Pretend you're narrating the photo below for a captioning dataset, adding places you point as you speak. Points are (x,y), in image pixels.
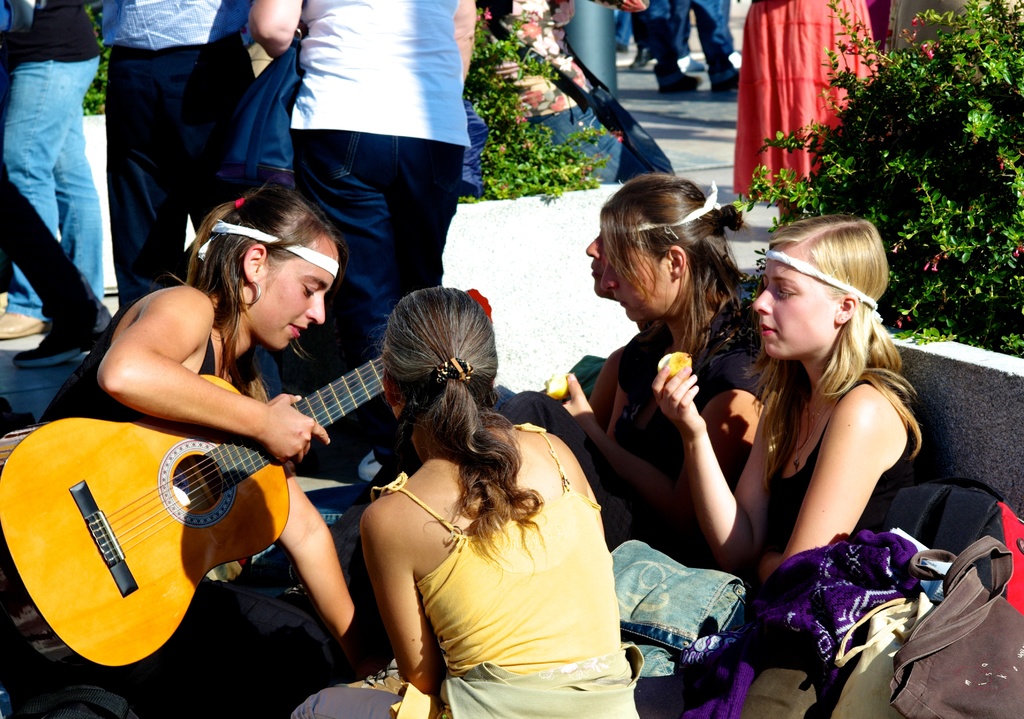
This is an outdoor picture. Here we can see flower plants (889,148). Here we can see women (751,492) sitting and she is holding a guitar (238,461) in her hand (280,426) and few are eating. These are bags (926,670). We can see all the persons (411,77) standing and walking on the background (425,75).
